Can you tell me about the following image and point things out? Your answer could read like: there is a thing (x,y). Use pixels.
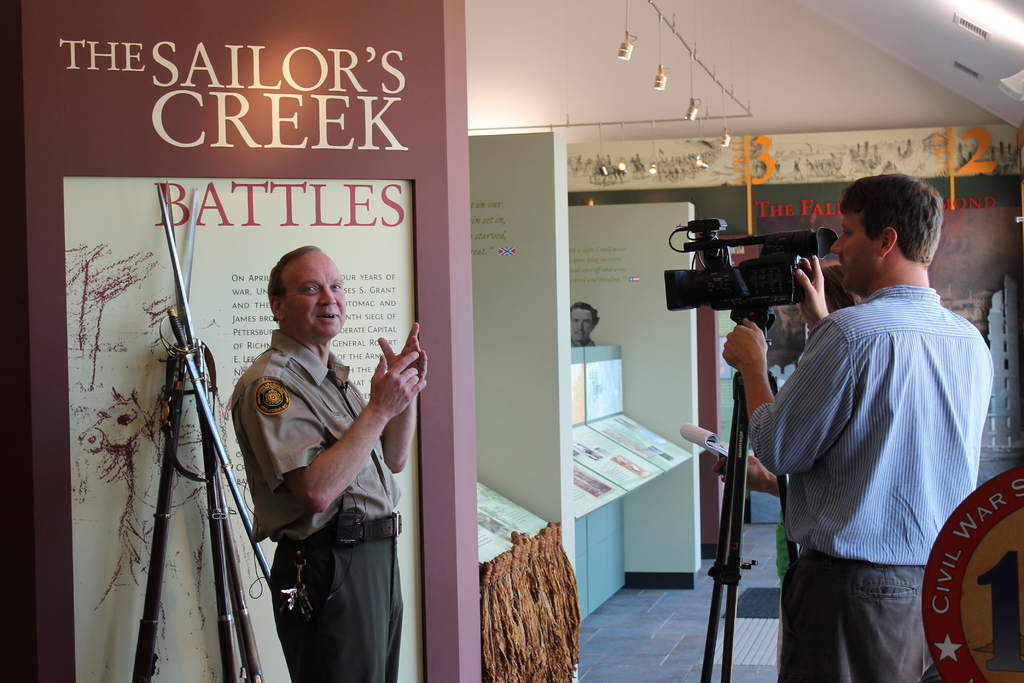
In this image there is a person (331,463) standing, behind the person (279,483) there is a wall (224,292) with some text (162,225) and there is an object (157,547), in front of this person (367,499) there is another person (822,572) standing and shooting with the camera (751,281). In the background (676,359) there is a wall (661,334). At the top (777,87) there is a ceiling (687,93) with lights (690,109).
